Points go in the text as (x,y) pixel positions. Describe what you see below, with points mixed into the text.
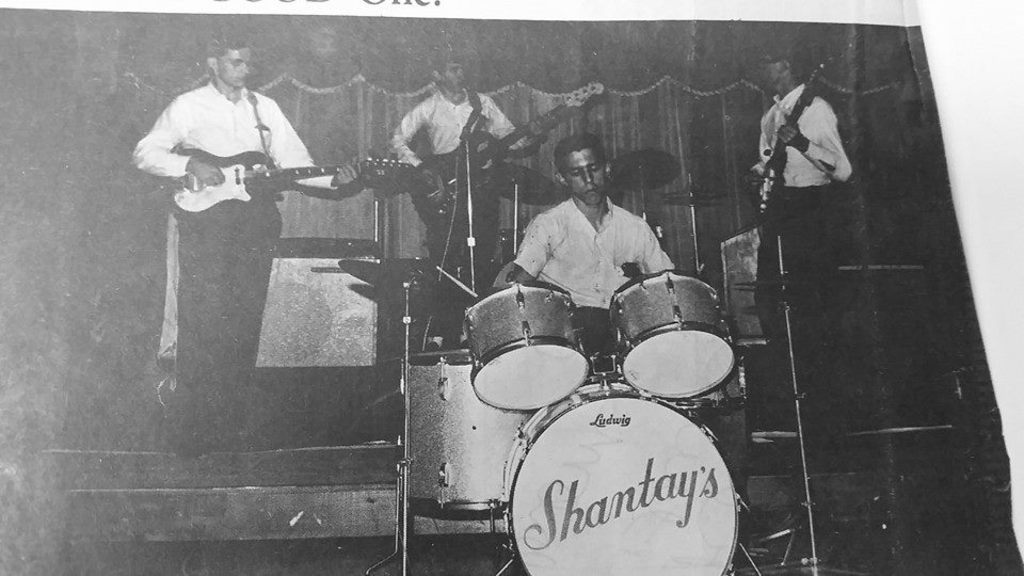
This is a black and white image. In this image we can see a person (584,239) sitting at the musical instruments (560,428). In the background (821,132) we can see three persons (809,129) standing and holding a guitars (796,125). In the background (677,40) there are curtains (654,97).
